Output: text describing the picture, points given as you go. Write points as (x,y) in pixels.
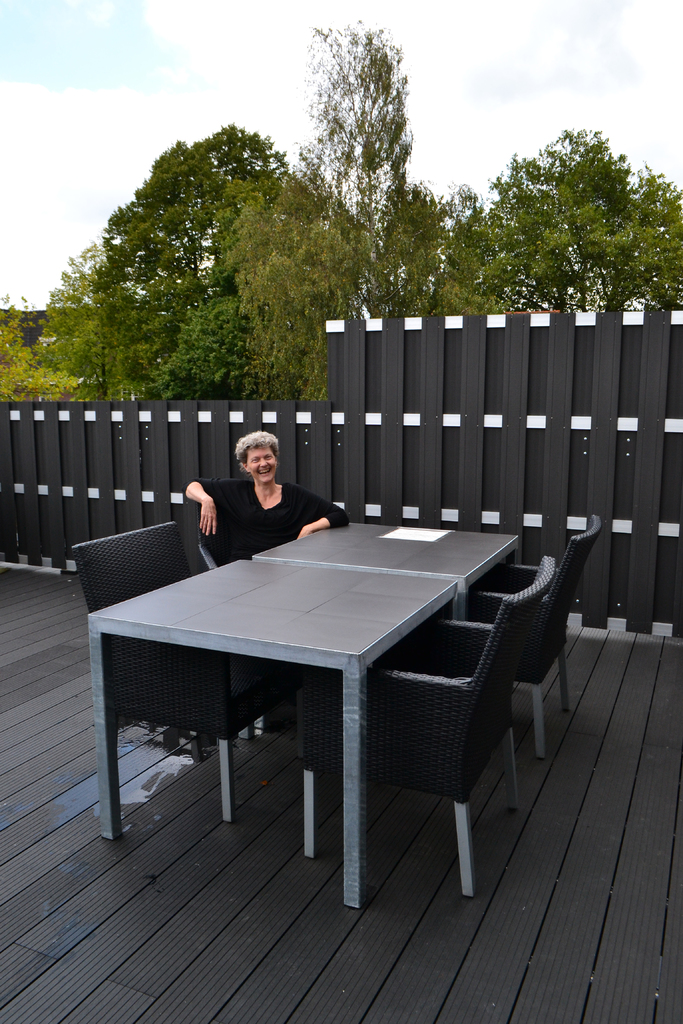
In this image I can see a person (247,479) sitting in front of the table (308,604). To the back of her there is a railing (372,478). In the background (357,263) there are trees (333,190) and the sky (505,44).
